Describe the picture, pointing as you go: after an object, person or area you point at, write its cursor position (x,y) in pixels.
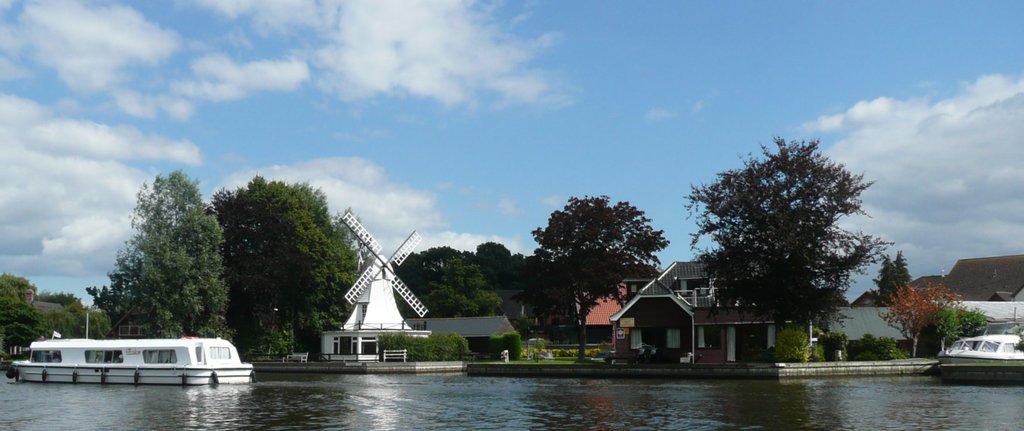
In this picture we can see a few boats (236,368) in water (123,395). There is a windmill (377,324). We can see a few trees (647,225) and buildings (704,278) in the background (846,303). Sky (885,58) is blue in color and cloudy.
